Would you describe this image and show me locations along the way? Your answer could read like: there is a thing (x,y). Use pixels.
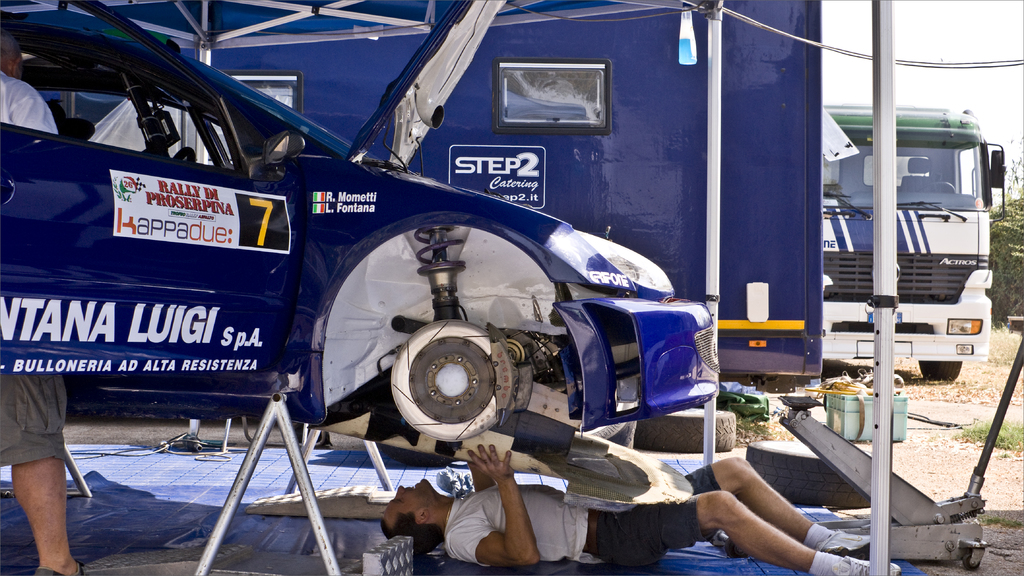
There is a man (509,465) laying and holding an object (485,435) and we can see car (298,211), behind this car door (118,225) there is a man (5,104) standing and we can see wires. In the background (1009,243) we can see vehicle (923,291), grass (1009,358), trees (1009,243) and sky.
